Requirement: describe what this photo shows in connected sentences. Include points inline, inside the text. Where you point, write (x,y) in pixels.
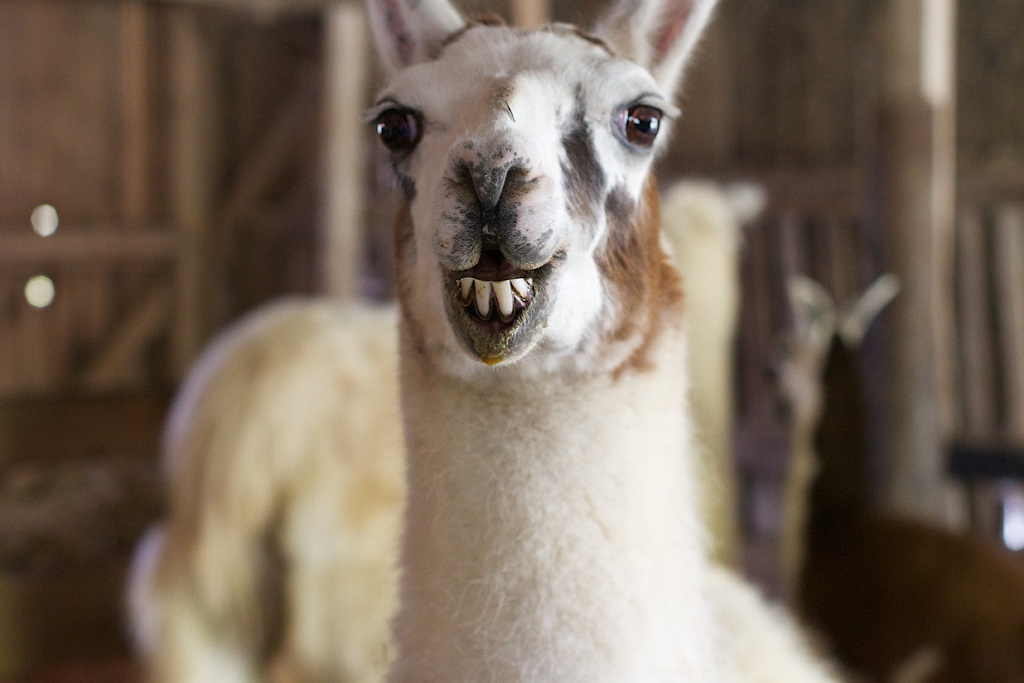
In this image in the foreground (681,402) there is an animal (552,317), and there is a blurry background (945,341).
